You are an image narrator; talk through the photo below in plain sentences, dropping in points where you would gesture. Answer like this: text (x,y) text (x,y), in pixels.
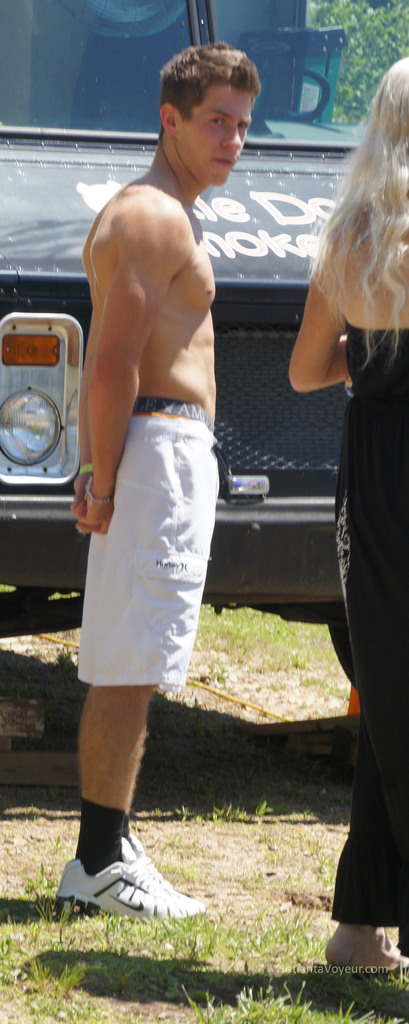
In this image there is a man (158,402) and a woman (322,321) standing. At the bottom of the image (340,967) there is some text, behind them there is a vehicle (234,202), behind the vehicle (234,202) there is a tree (342,100).
